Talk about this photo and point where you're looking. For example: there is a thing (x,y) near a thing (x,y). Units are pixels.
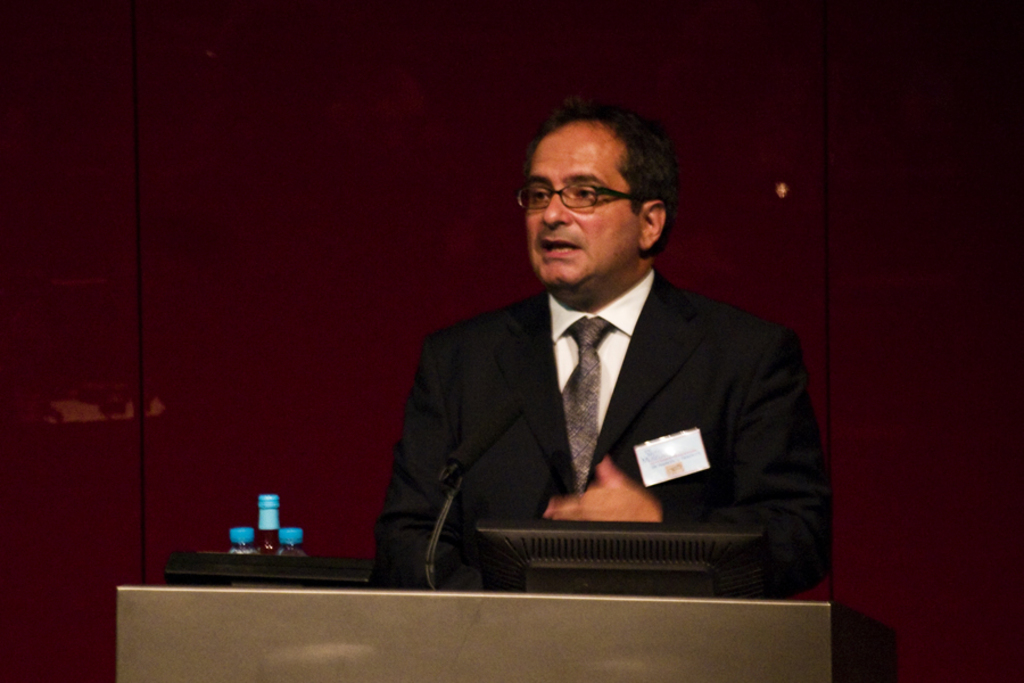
In this image there is a man (574,411) in the middle (580,414). In front of him there is a podium (413,627) on which there are bottles (293,538), mic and a desktop (535,541). In the background (310,181) there is a wall (277,140).
